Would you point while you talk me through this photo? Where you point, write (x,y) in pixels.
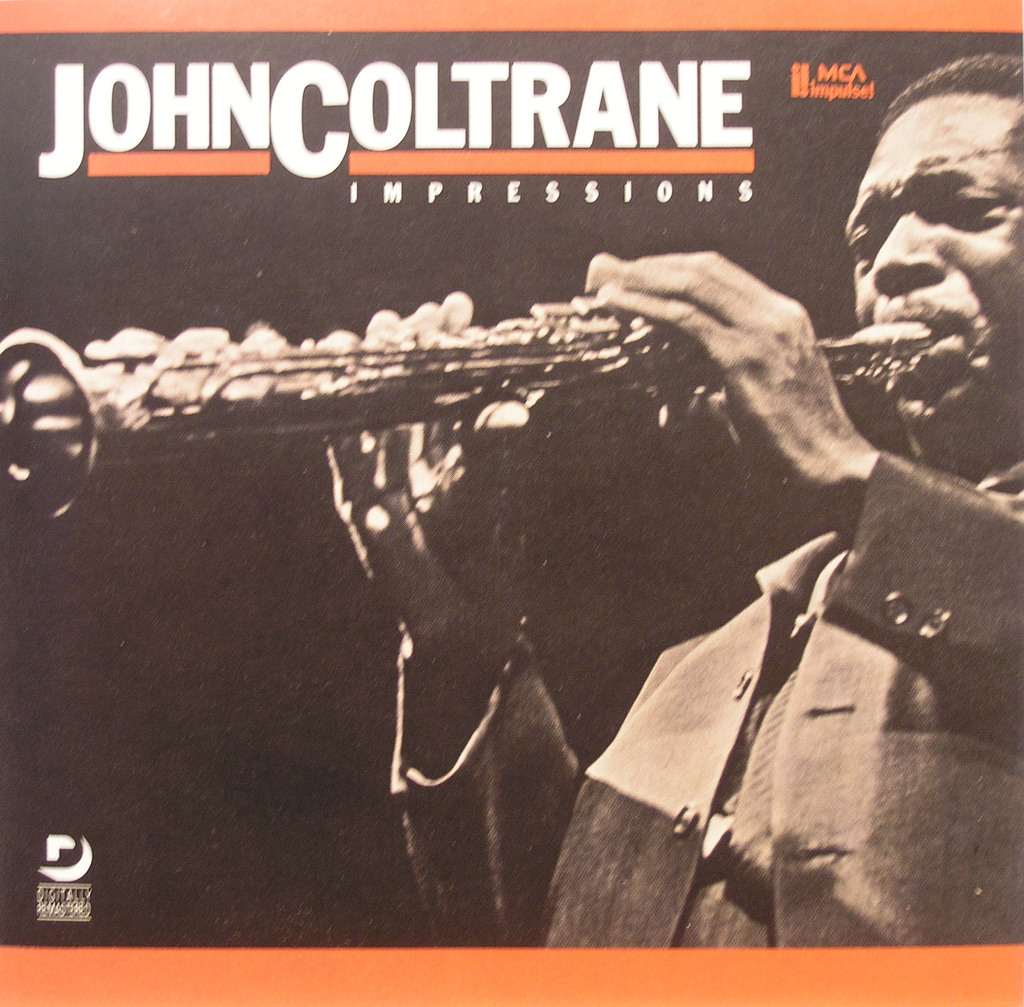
In this picture we can see a cover page (594,537), in the cover page (724,520) we can find a man (873,481), he is playing musical instrument (431,423).
